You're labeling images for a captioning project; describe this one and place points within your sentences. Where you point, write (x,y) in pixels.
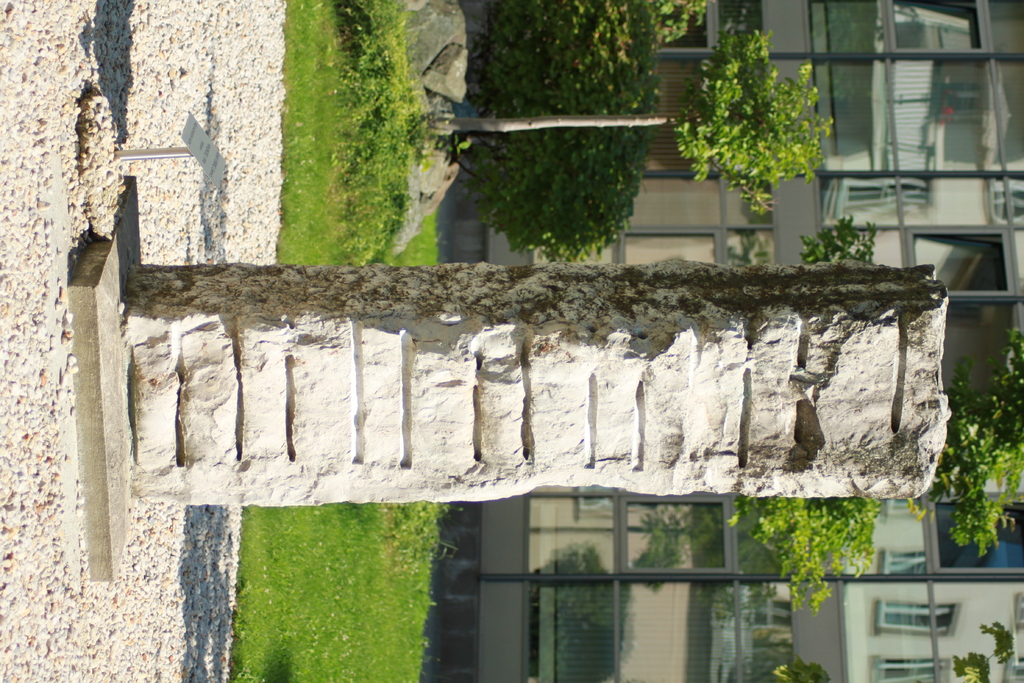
In this picture we can see a sculpture (164,395) on a platform (100,379), name board (219,164), stones (164,189), grass (257,557), trees (504,159) and in the background (754,672) we can see a building (861,96) with windows (836,203).
